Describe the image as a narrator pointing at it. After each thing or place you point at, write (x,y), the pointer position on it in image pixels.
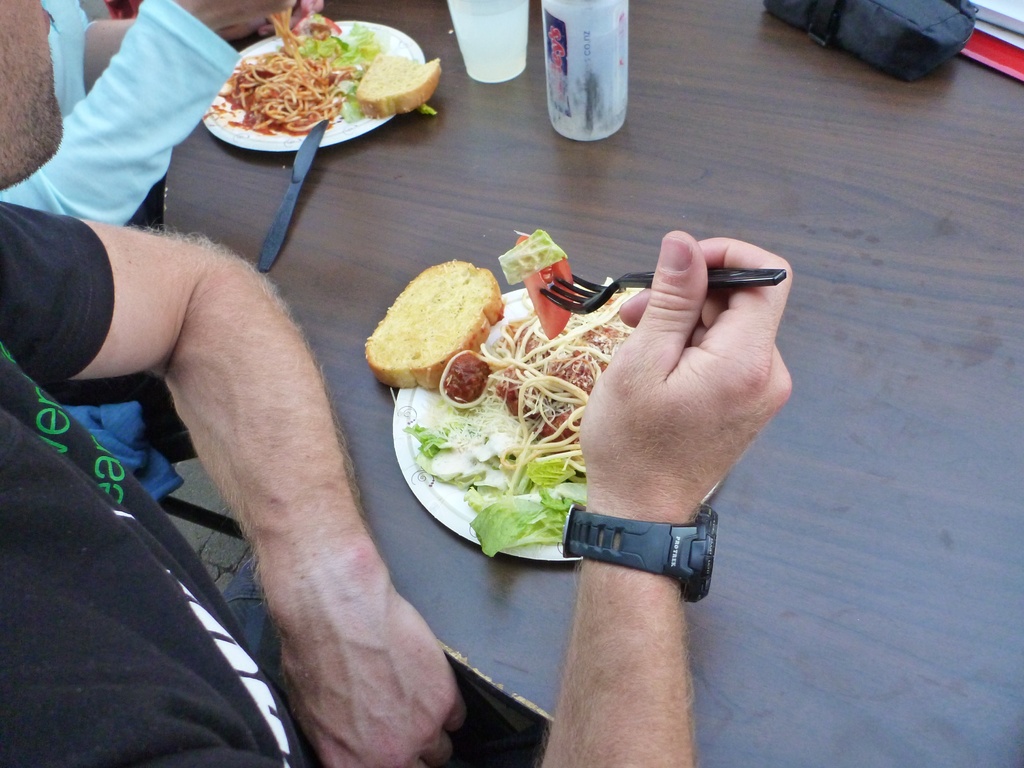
In the foreground of this picture (501,703), there is a table (529,688) and a platter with food (587,324) and a man (136,611) sitting in front of the table (567,598) holding a fork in his hand (732,334). On the top side of this image (178,56), there is another person (165,93) and on the table (442,90) there are glass (483,47), platter (351,134), knife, bottle (569,61) and a black bag (918,40).
